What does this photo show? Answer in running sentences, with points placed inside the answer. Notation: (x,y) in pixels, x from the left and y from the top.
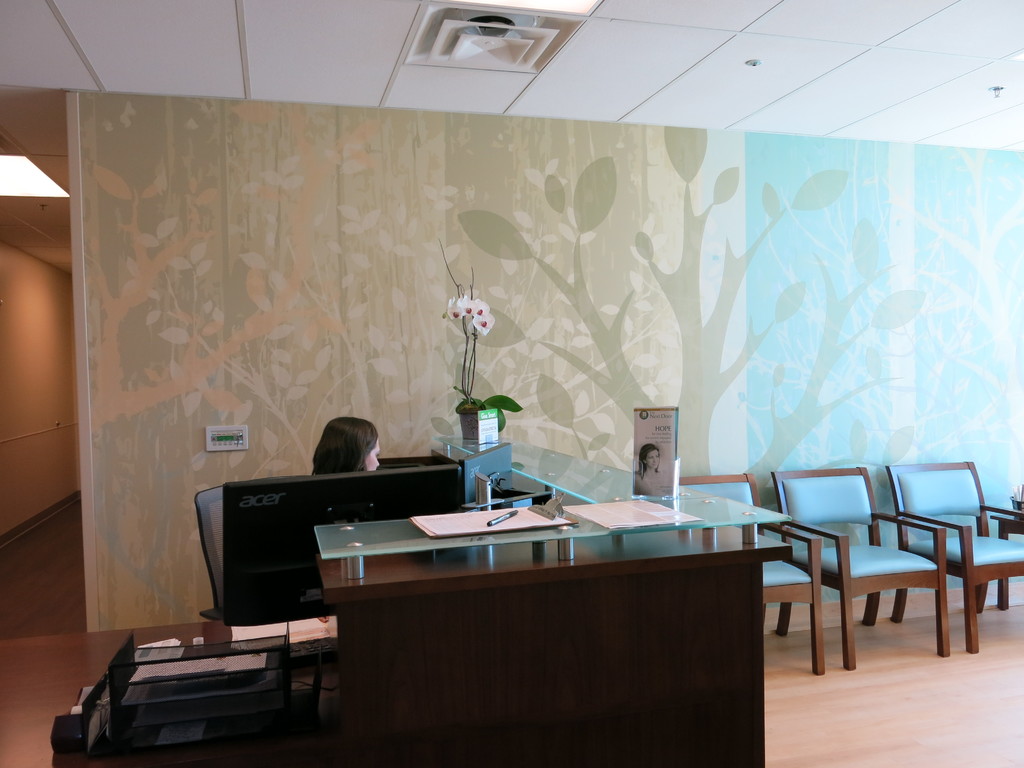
This image is clicked in a room (338,506). There is a woman (335,454) sitting in a chair (213,603), in front of a computer (308,601). To the right (904,521), there are chairs (946,488). In the background (788,278), there is a wallpaper (440,265) on the wall (672,153). At the top (663,55), there is a roof (663,55).
